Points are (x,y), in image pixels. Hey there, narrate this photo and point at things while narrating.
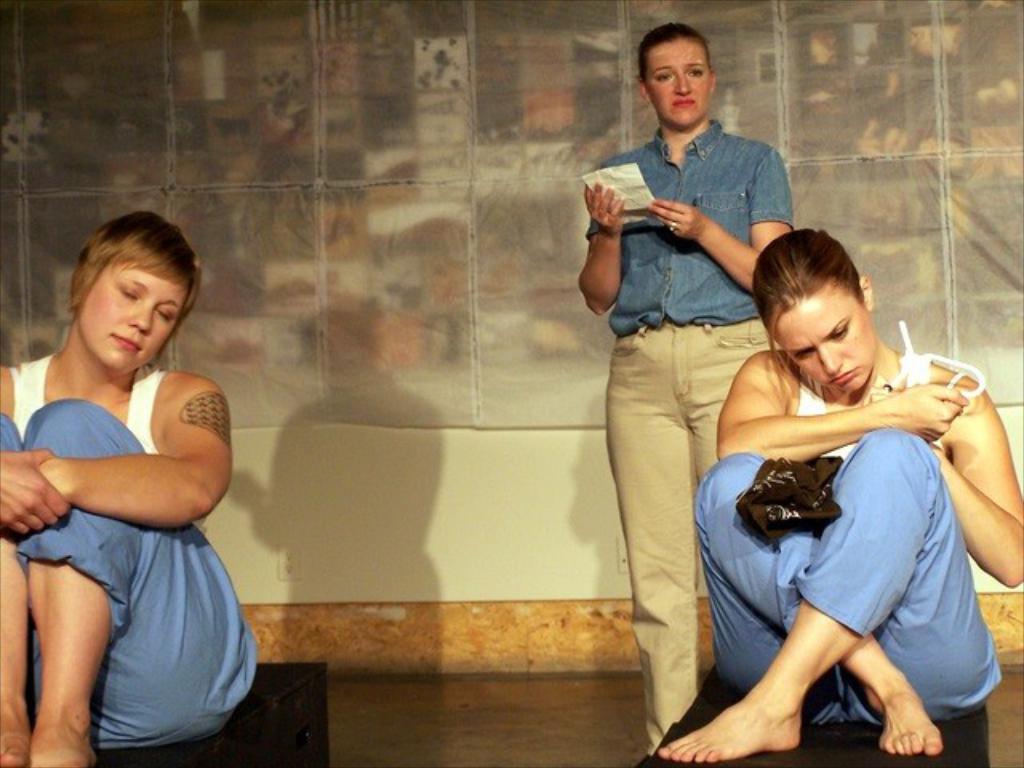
In this picture I can see two persons (40,732) sitting, there is a person (629,331) standing, and in the background (398,380) there is a cloth (440,139) and a wall (353,509).
